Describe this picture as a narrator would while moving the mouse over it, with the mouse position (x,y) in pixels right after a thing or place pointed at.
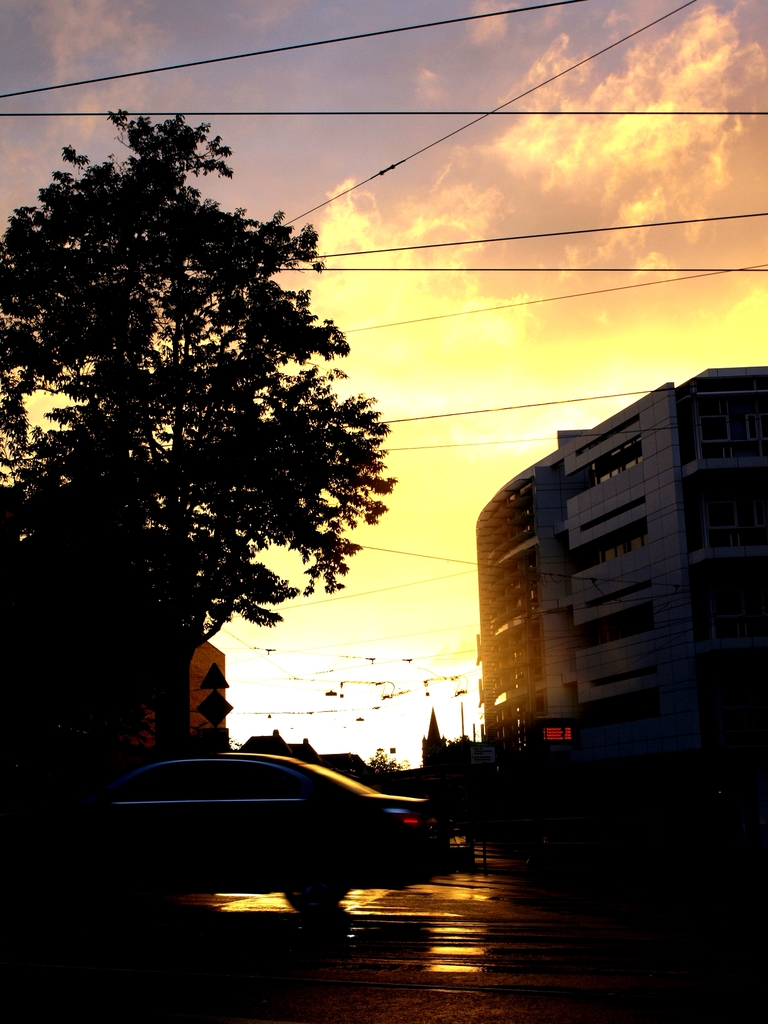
In the foreground of the picture (249,884) there is road (494,923), on the road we can see a car (203,799) moving. On the left (164,392) we can see a tree (141,625) and building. On the right (644,591) there are buildings (519,731). In the center of the background (439,752) there are cables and buildings (343,755). At the top (441,114) there cables (210,62) and sky (445,206).
